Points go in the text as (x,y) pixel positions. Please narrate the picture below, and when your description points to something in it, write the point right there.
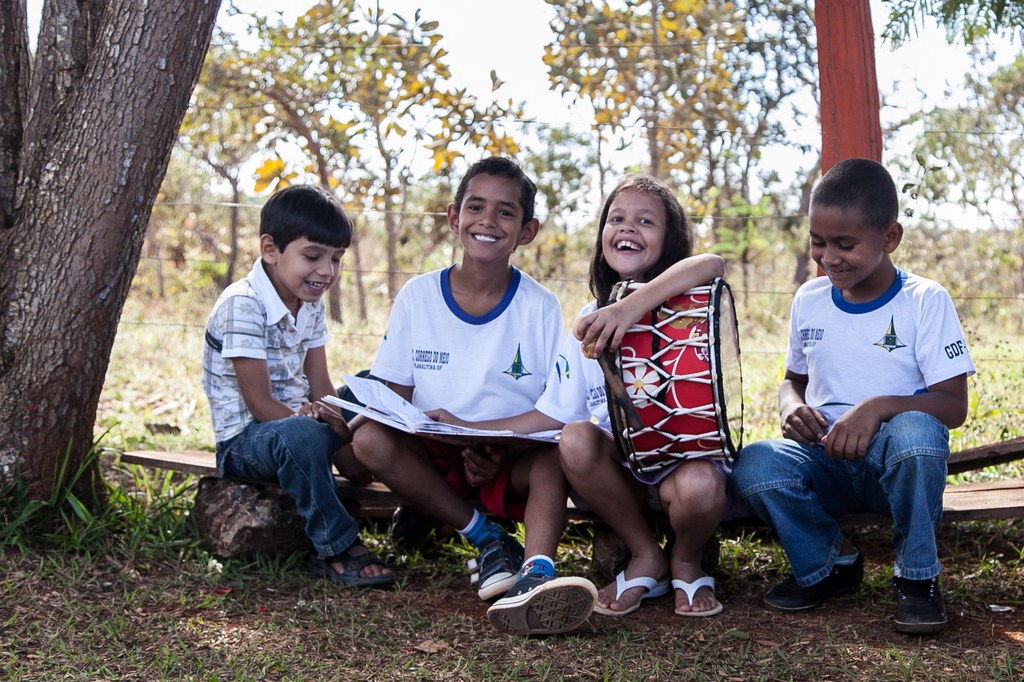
In this image I can see few children (261,405) are sitting. I can see three of them are wearing white colour t shirt (585,307). I can also see smile on their faces (838,253) and here I can see she is holding a drum (628,434). I can also see a book (513,432) over here and in the background (312,114) I can see number of trees (601,105).
